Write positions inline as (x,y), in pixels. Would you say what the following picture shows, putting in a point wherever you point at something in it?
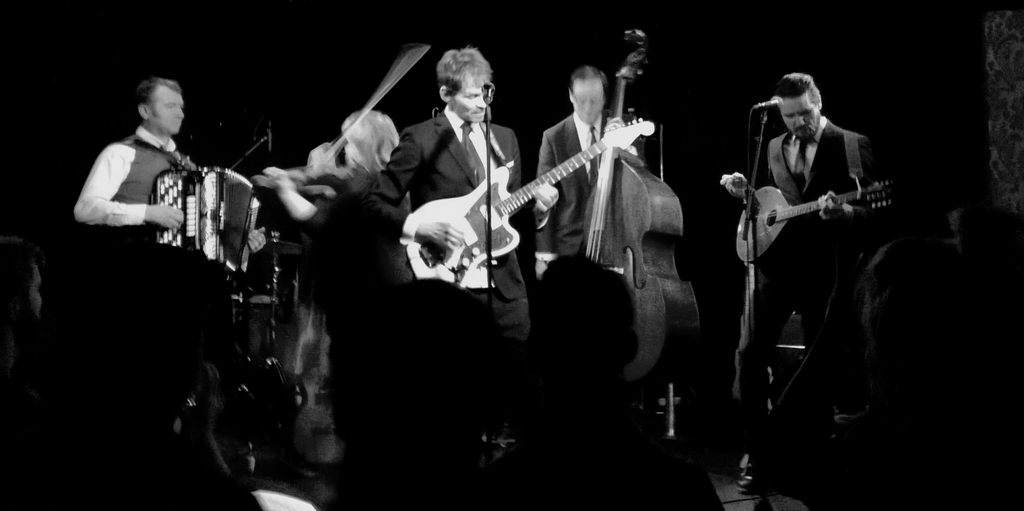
In this image I can see number of people (474,84) are standing and holding musical instruments (803,210). I can also see few mics (765,121) over here. Here I can see few more people (958,461).
